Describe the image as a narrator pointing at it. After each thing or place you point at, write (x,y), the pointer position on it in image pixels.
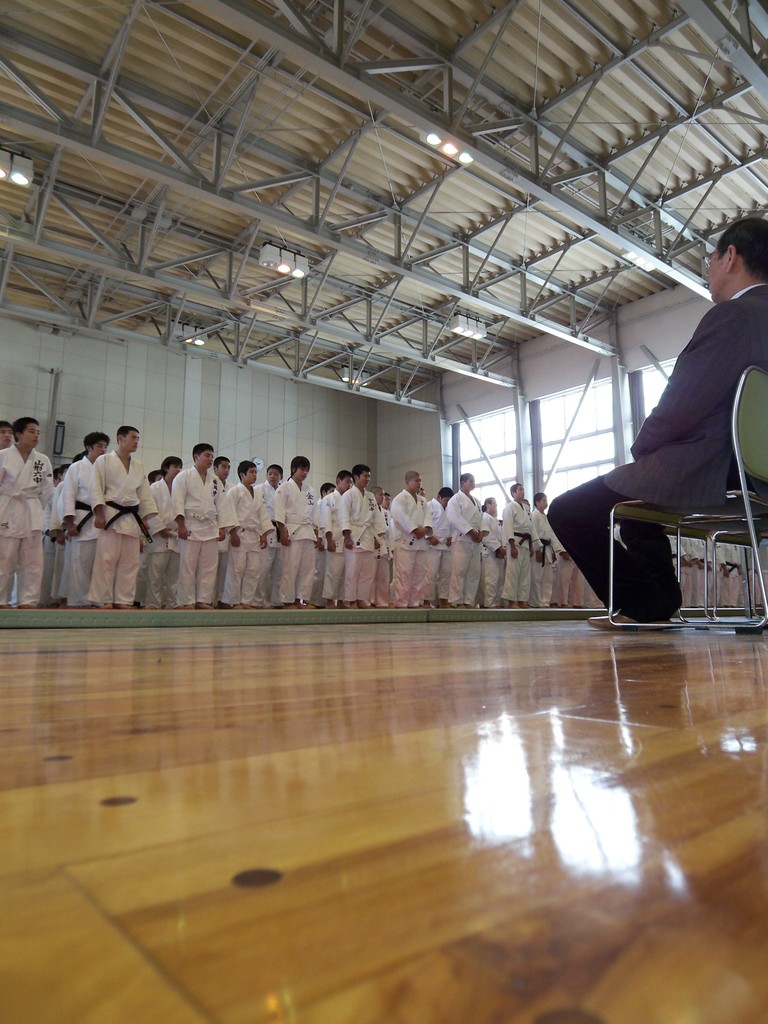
There are group of people (165,464) standing. they wore karate dress (211,492). Here is another person (680,466) sitting on the chair (765,471). This is the wooden floor (204,799). These are the lights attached to the rooftop (277,229). I think these are the windows (569,442). This roof top (342,192) is made of metal (453,53) and iron sheets (515,60).
